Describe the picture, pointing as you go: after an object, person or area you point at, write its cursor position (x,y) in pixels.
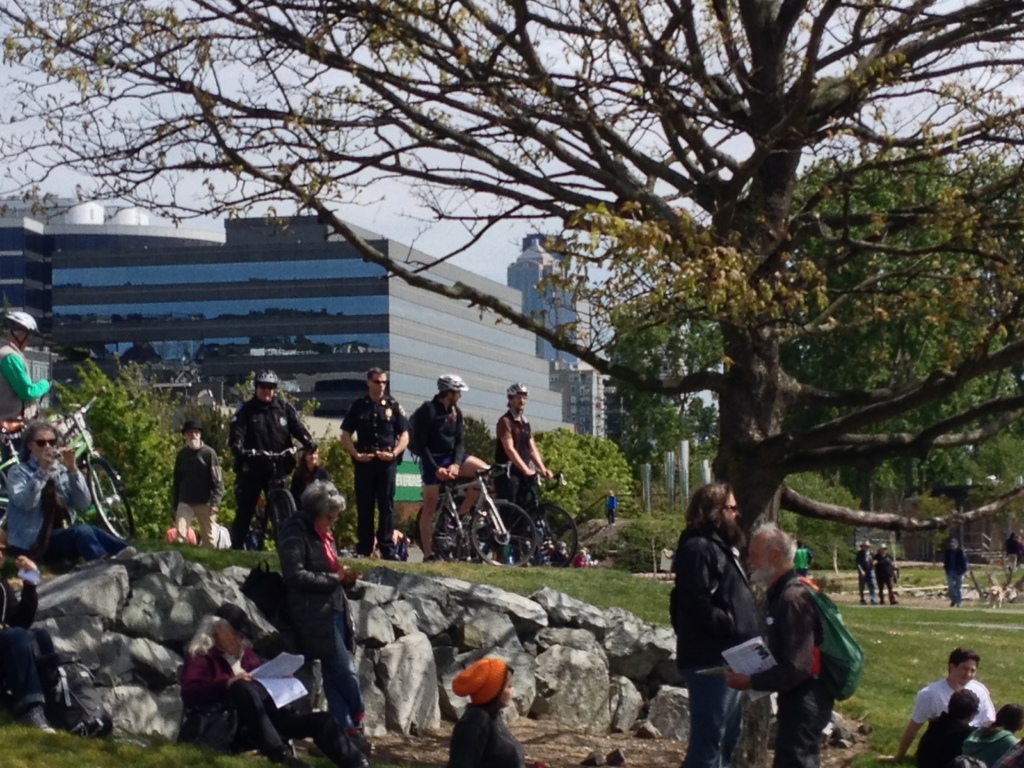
In this image there are a few people (311,477) standing and sitting in a park (575,612) on the surface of the grass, there are trees (724,310) and buildings (583,321) in the background of the image (483,367).
